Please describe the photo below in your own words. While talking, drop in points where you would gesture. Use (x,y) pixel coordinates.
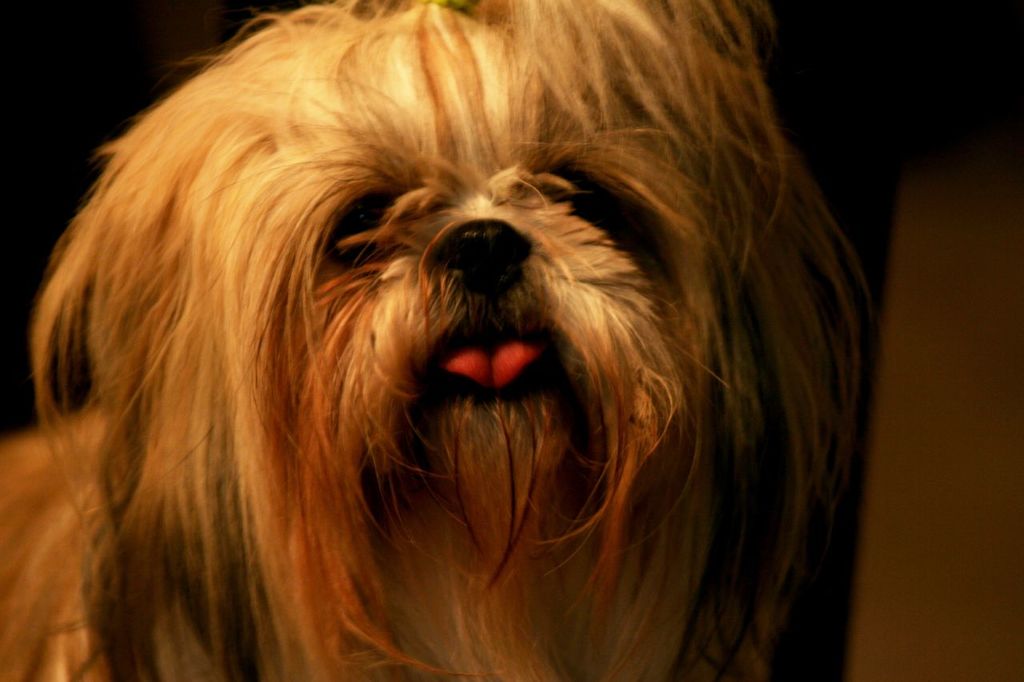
In this picture I can see a dog (484,321) which is of white and cream in color. I see that it dark in the background (864,75).
